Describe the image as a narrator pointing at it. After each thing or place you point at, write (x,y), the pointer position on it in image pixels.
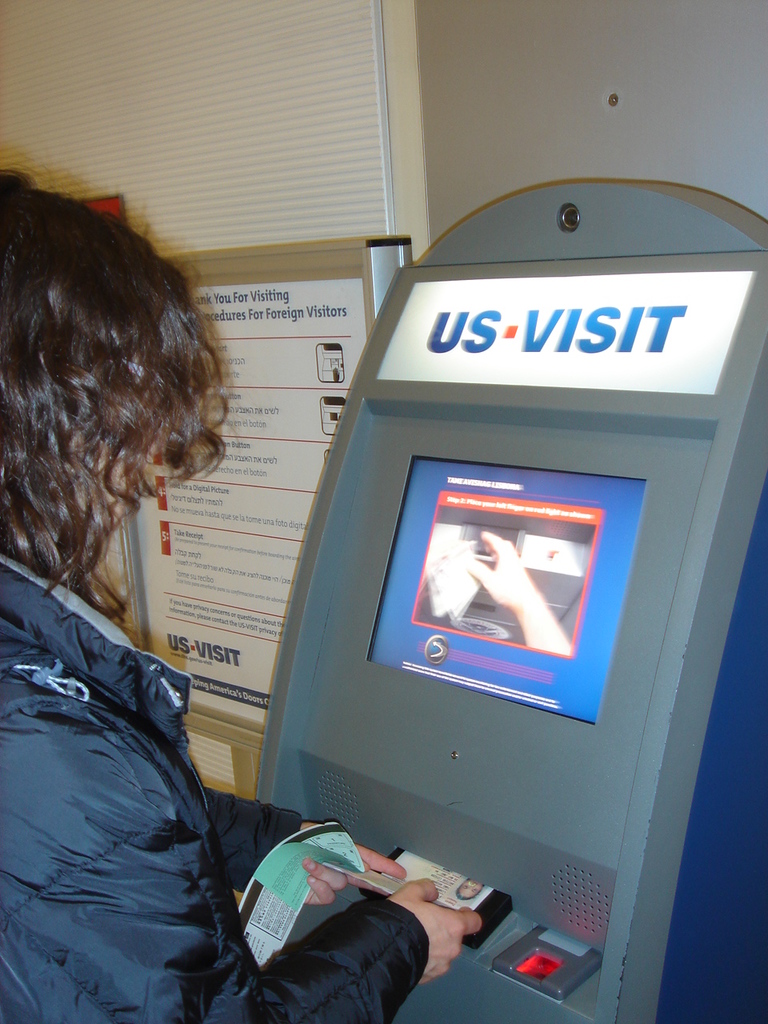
As we can see in the image there is a kiosk machine (502,509), a person (110,504), poster (255,313) and a wall (513,58).
